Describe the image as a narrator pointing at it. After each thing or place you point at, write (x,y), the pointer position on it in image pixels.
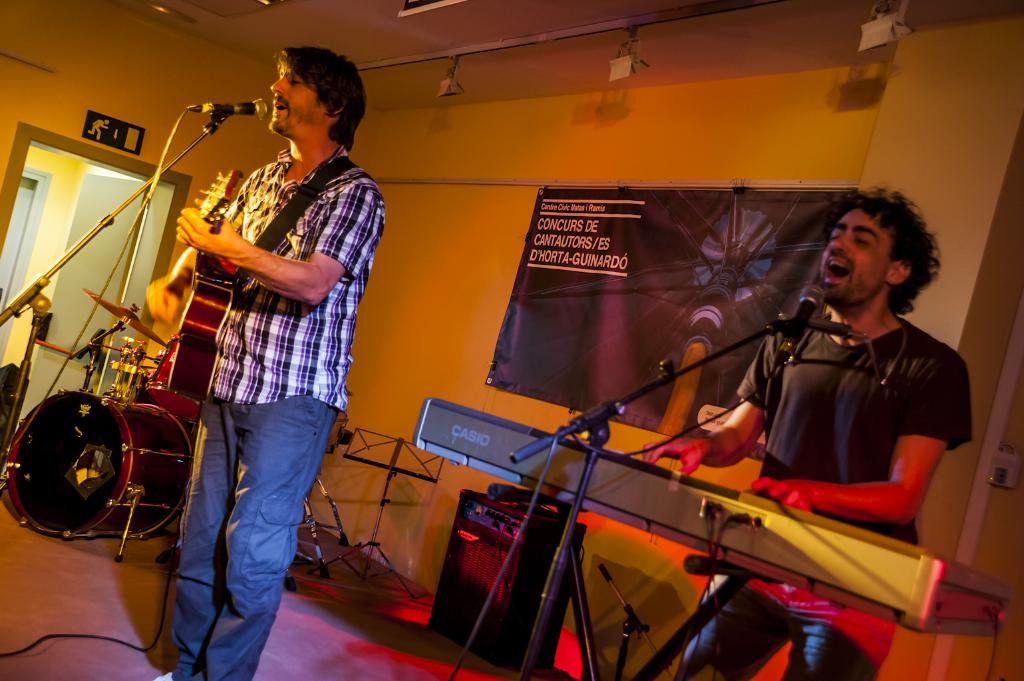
This 2 persons (295,112) are highlighted in this picture. This person (853,321) is playing a piano (860,540) in-front of mic (809,307). This person (256,241) is playing a guitar (217,314) in-front of mic (225,109). This is a sign board (119,133). This are musical instruments (96,446). A banner (531,276) is attached to a wall (146,133).
